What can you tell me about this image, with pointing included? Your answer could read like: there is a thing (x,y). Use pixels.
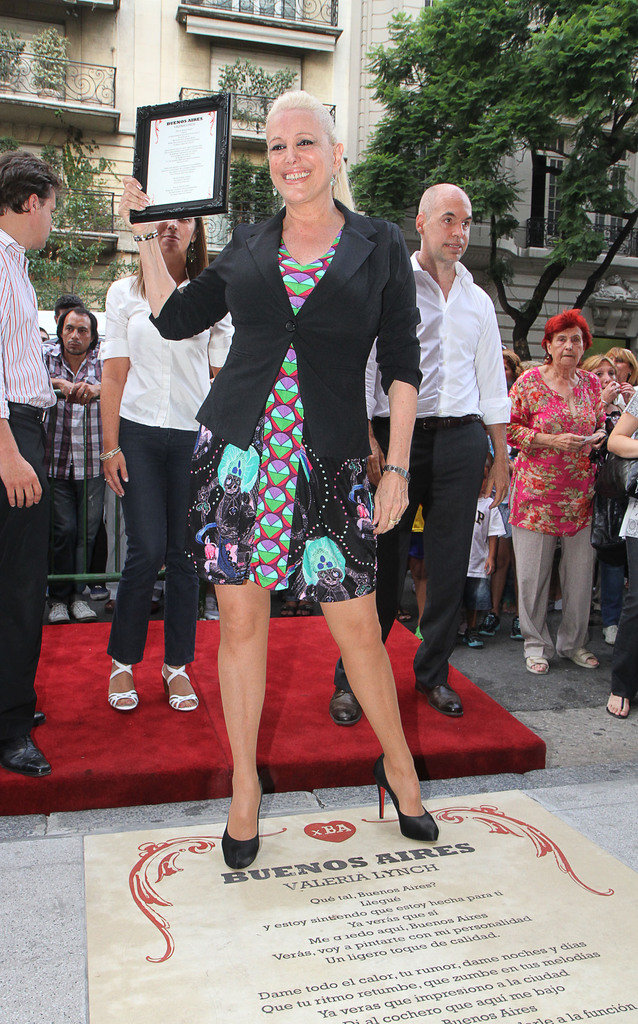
In this image I can see number of people (316,246) are standing and in the front (296,497) I can see a woman (286,171) is holding a black and white colour thing (199,138). I can also see she is wearing a black blazer (293,322). In the front (82,726) I can see a red colour thing (149,756) and I can also see something is written on the floor (113,830). In the background (582,62) I can see a tree (481,108) and a building (179,22).
